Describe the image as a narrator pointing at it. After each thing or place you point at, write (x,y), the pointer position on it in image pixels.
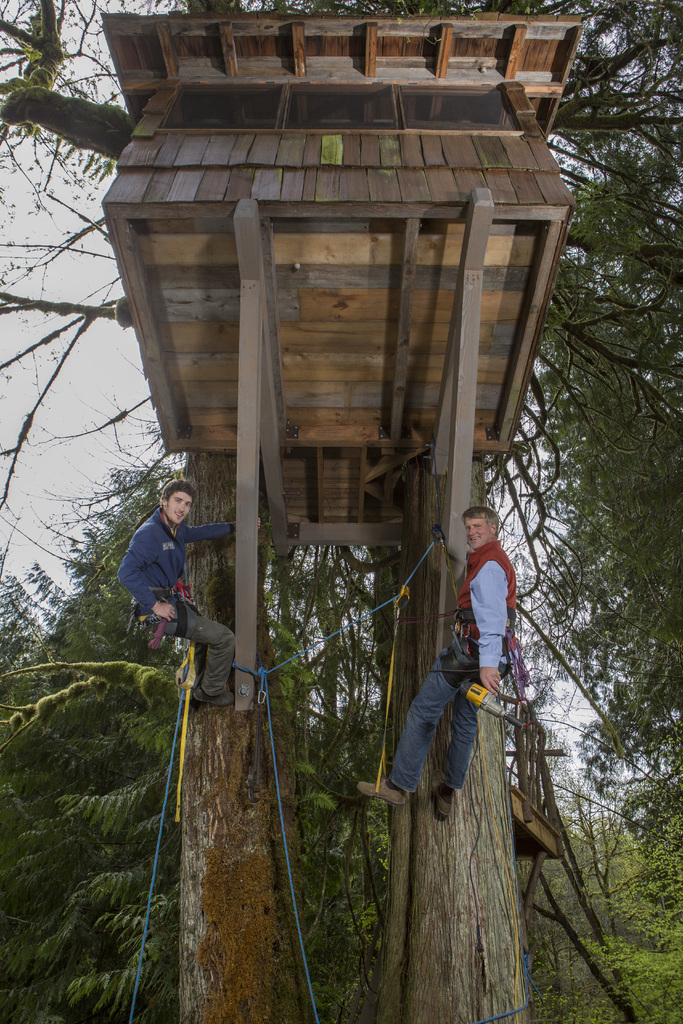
In this picture we can see men (503,600), tied with ropes (517,641). This man (481,632) on the right side (495,641) is holding a machine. At the top (140,100) there is a wooden house (533,166) on the tree (616,101) and we can see the sky (59,576).
